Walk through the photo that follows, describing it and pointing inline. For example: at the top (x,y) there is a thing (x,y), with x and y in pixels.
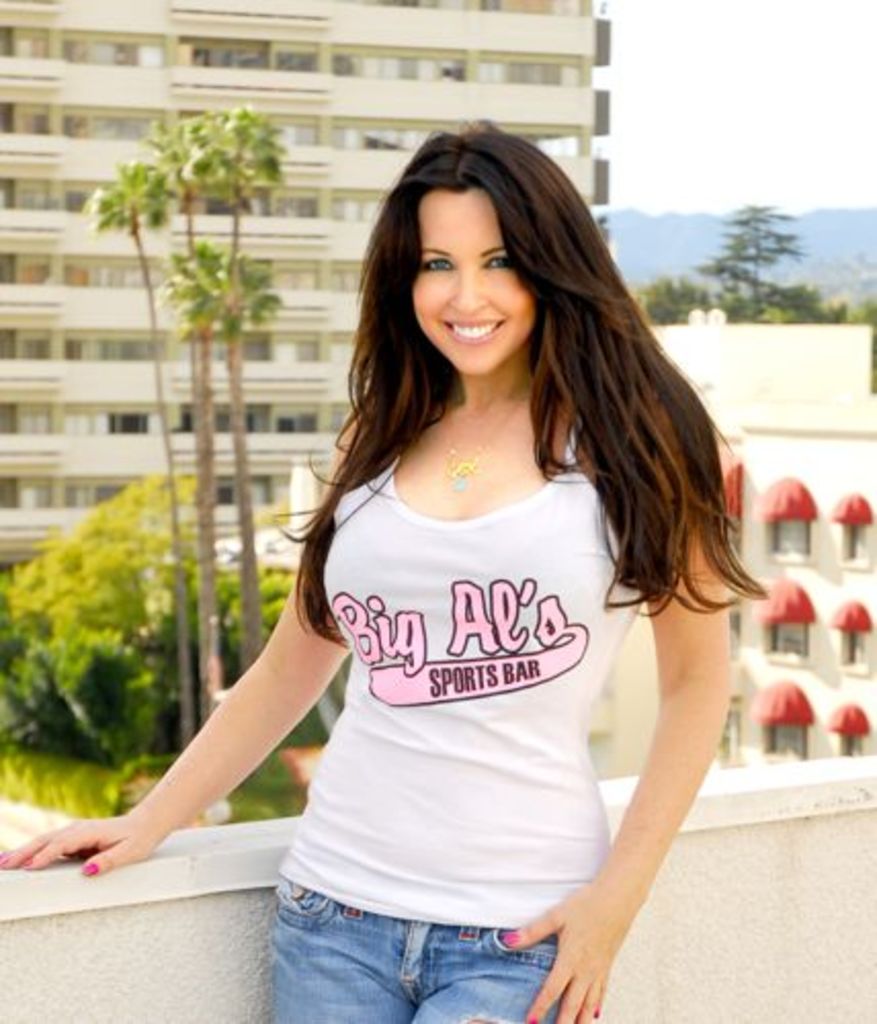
A woman (694,577) is standing wearing a white t shirt (455,719) and jeans (426,1020). There are trees (31,624) and buildings (729,454) at the back (781,337).
